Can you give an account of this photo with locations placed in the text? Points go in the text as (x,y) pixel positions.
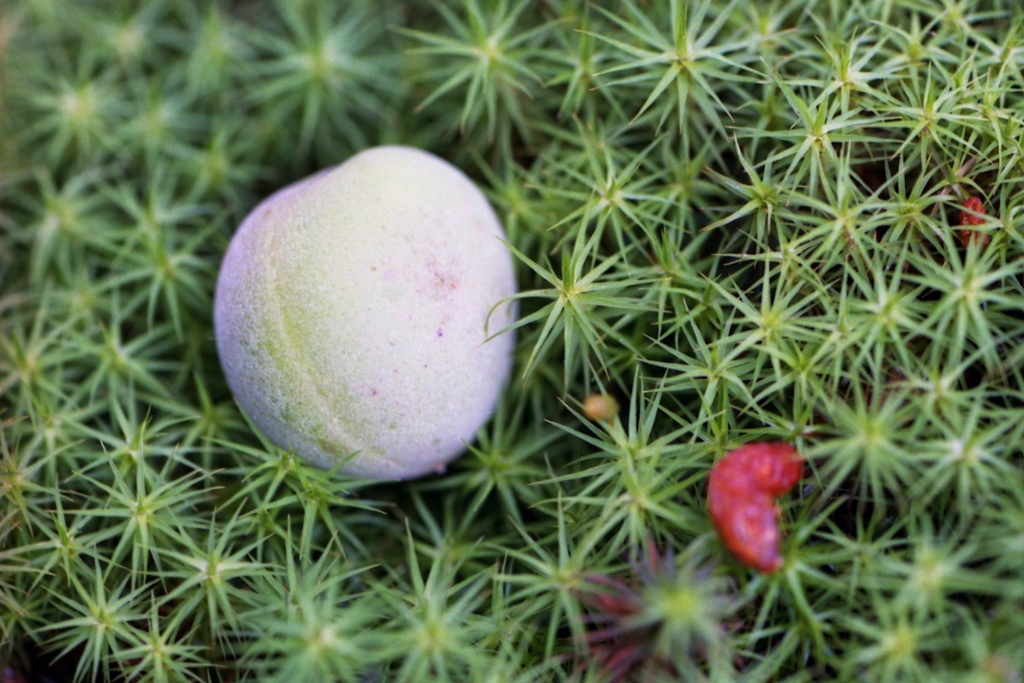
In the center of the image (395,301) there is a fruit (378,385) on the ground (745,146).
